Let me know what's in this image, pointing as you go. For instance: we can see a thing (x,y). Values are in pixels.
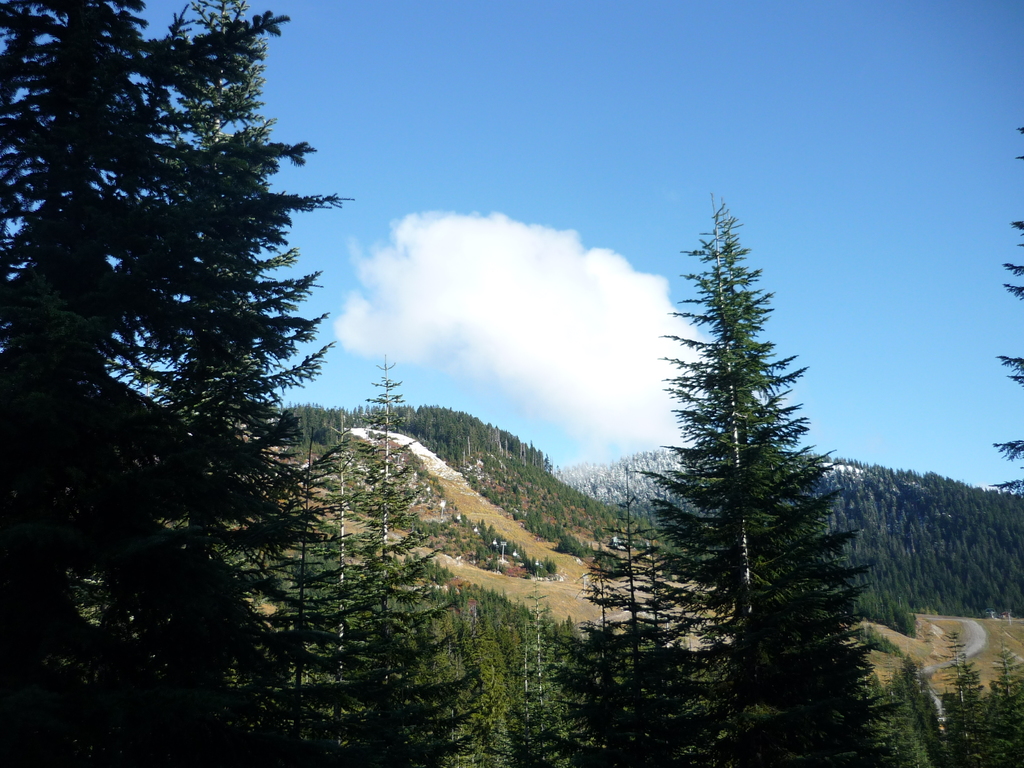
In this image I can see few trees (104,456) which are green in color, the road (937,663), the ground (944,646), few mountains (918,645), few trees (878,556) on the mountains (494,481) and the sky (590,247) in the background (703,219).
